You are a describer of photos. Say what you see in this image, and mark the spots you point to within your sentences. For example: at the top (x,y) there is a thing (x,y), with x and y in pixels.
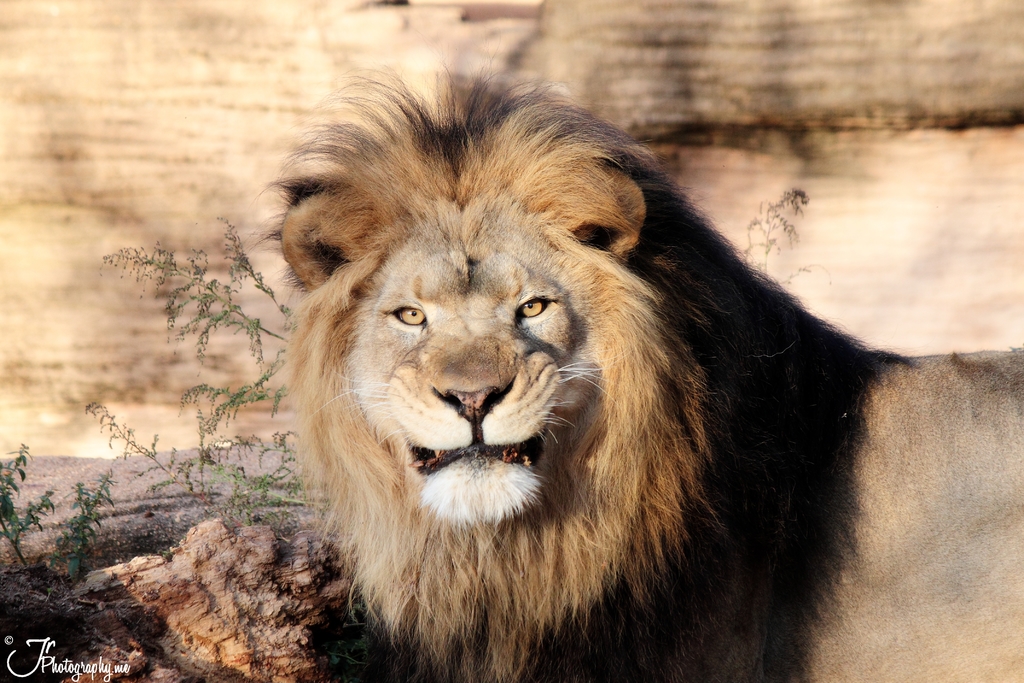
In this image there is a lion (392,662) in the foreground (575,190). It looks like there is a rock (56,33) in the background (773,69). And there are small plants (203,351) and wooden object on the left corner (205,461).
